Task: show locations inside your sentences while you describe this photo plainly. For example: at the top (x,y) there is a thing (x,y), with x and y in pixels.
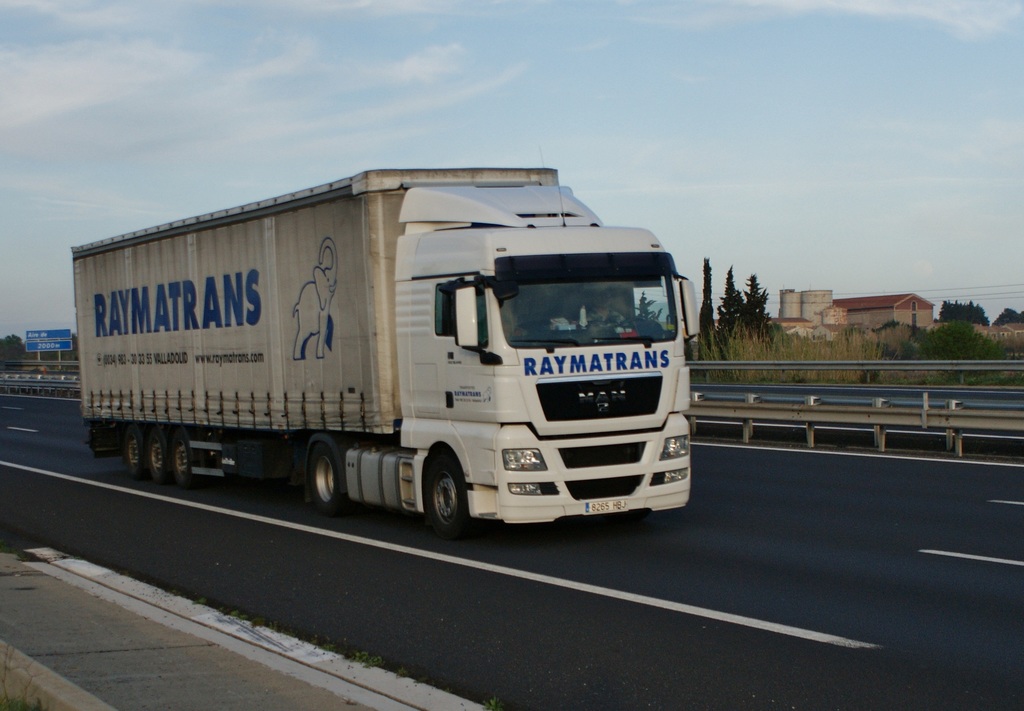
In the middle of this image (677,381), there is a white color vehicle (648,285) on the road (712,481), on which there are white color lines (693,443). On the left side (97,617), there is a footpath (139,644). In the background (775,397), there is a divider (958,405), beside this divider (879,416), there is another road (839,386), beside this road (805,388), there is a fence (901,365), there are trees (705,288) and there are buildings (892,311) on the ground (835,346) and there are clouds (256,141) in the blue sky (331,116).
